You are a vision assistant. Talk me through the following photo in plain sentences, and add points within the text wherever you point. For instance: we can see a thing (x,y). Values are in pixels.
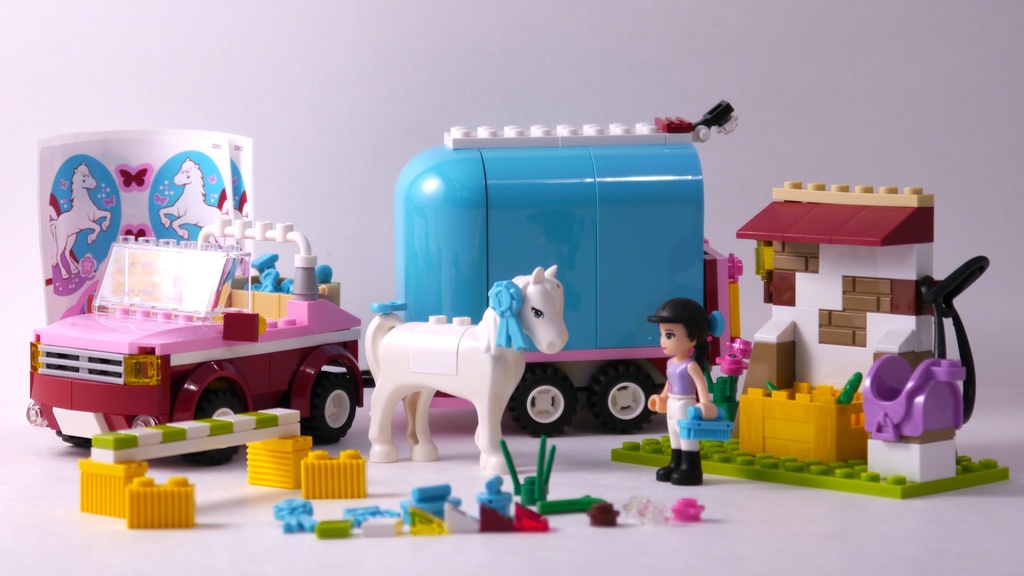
In this image there are toys (186,256) and stickers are on the white surface (824,498). Background of the image (548,98) it is in white color.
